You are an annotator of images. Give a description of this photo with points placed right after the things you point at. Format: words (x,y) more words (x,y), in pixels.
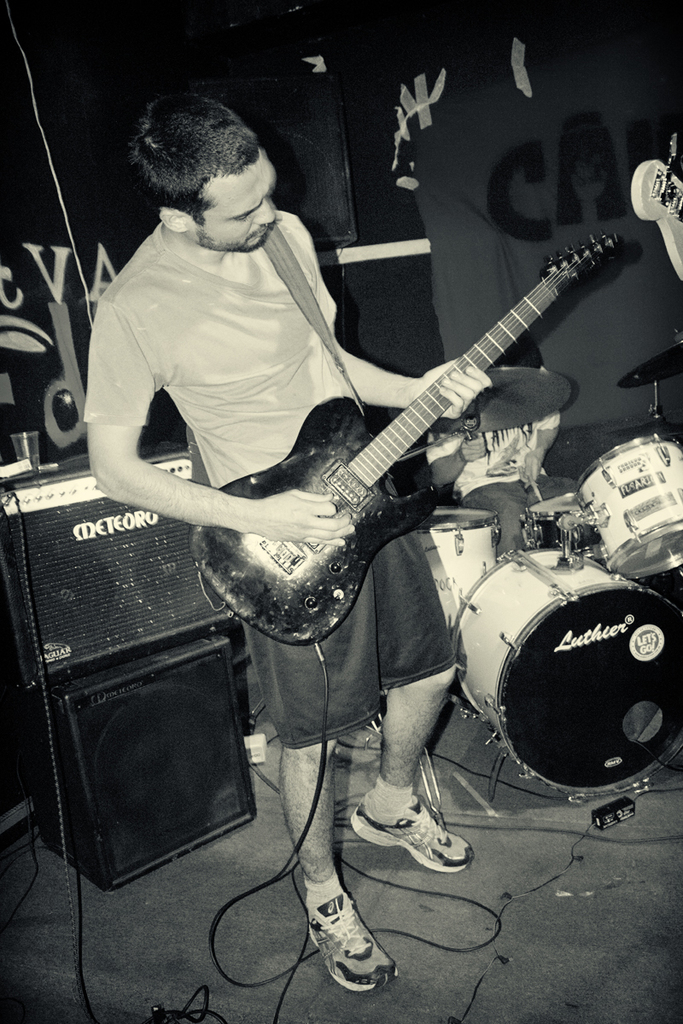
In this image I can see a person (170,183) standing and holding a guitar (241,549). There is another person (555,485) sitting and holding some objects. There are speakers (153,805), drums (487,662) and there are some other objects (549,379).
